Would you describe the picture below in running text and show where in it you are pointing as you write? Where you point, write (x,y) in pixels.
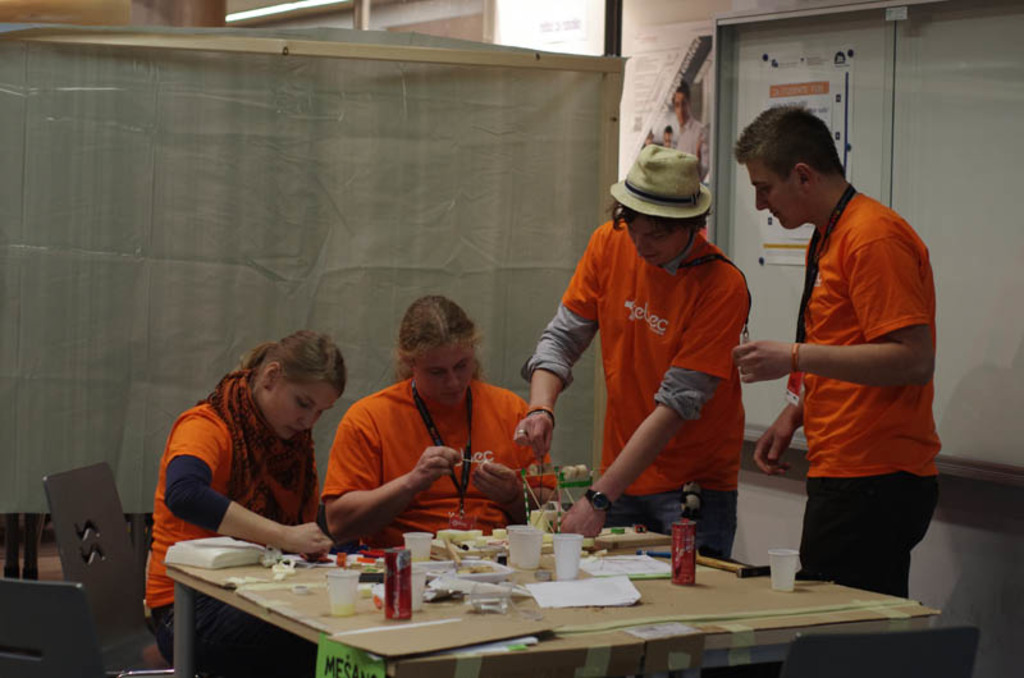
In this image at the bottom (340,631) there is one table (457,620), on the table (682,593) there are some bottles (391,578), cups (569,562), tissue papers (197,562) and some other objects (625,546). And there are some people (278,427) some of them are standing and some of them are sitting, in the background (260,64) there is curtain (204,163), wall (469,8) and on the wall (708,54) there are some posters (688,59).
